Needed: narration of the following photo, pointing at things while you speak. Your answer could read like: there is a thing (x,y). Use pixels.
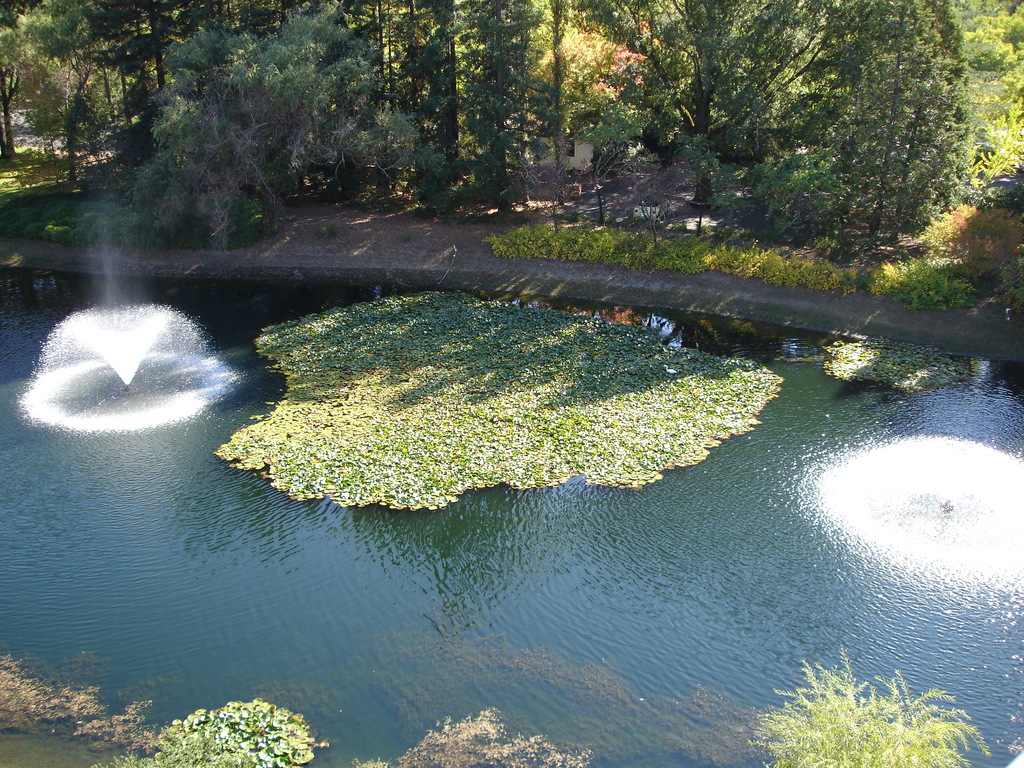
Here in this picture we can see water (107,579) present all over there and in that water (201,368) we can see fountains (153,362) present and we can see plants (702,401) and trees (461,210) present all over there on the ground (399,213) and we can also see grass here and there on the ground (345,209) over there.
